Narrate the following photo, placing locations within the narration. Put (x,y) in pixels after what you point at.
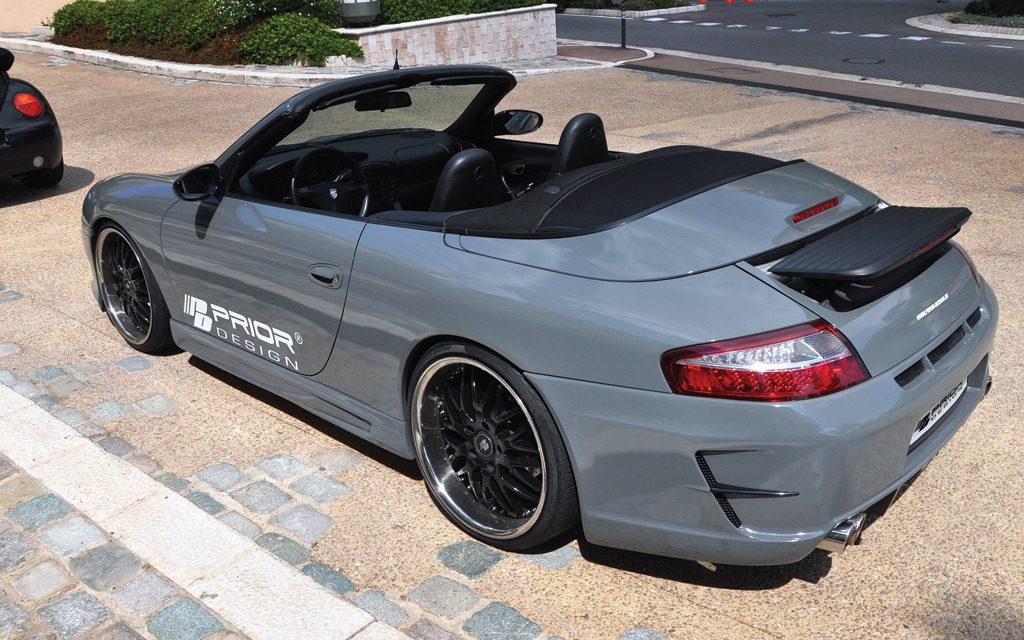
We can see cars (395,223) on the road (1009,337) and plants (388,10), bin (364,4), wall (538,32).
